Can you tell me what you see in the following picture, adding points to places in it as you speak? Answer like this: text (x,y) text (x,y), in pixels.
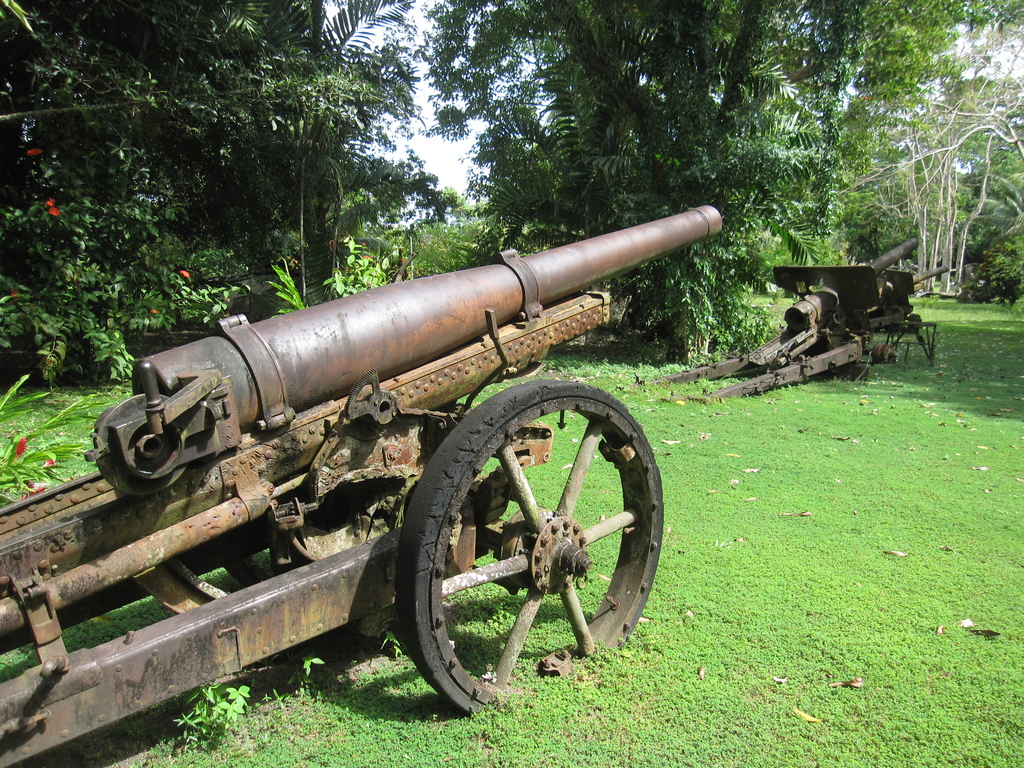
In this image I can see an open grass ground (849,513) and on it I can see few cannons (807,268). In the background (716,168) I can see number of trees (639,207) and shadows (955,360) on the ground (632,369).
